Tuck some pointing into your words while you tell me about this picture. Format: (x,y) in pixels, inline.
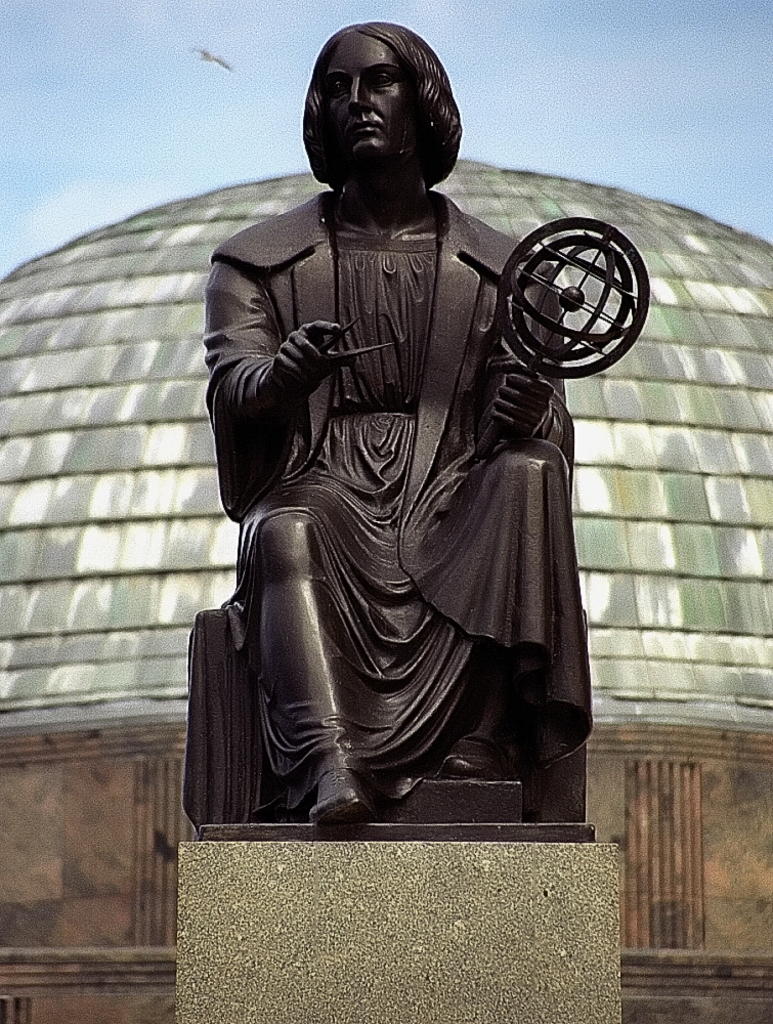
In the center of the image (366,389), we can see a statue (466,688) and in the background (609,306), there is a building (650,388). At the top (492,108), there is sky (434,33).
